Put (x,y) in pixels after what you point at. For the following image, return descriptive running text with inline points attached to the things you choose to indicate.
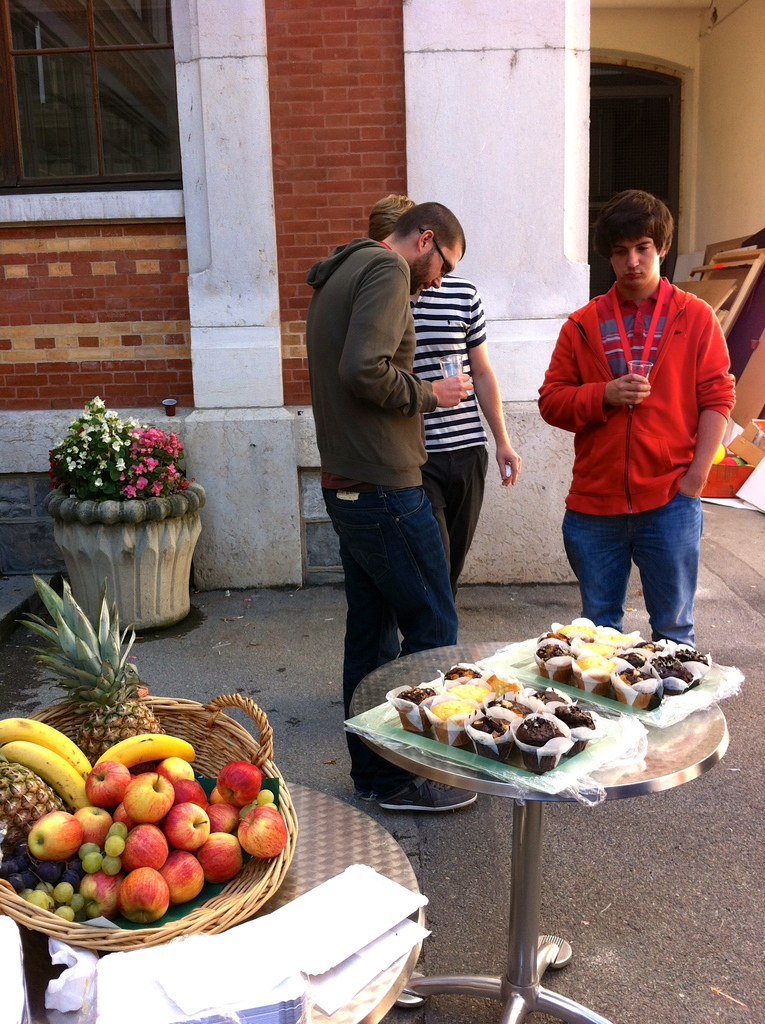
In this image, we can see three people (562,362) are standing. Two (638,426) are holding glasses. Here we can see tables (413,757). On top of that, we can see some food (74,872), eatable things (266,837). Here we can see some objects (343,980). Background (353,128) we can see brick wall (286,115), glass windows (93,131), door (596,131), some objects (746,427) and flower plant (127,482) with pot (142,541) on the path (218,625).
